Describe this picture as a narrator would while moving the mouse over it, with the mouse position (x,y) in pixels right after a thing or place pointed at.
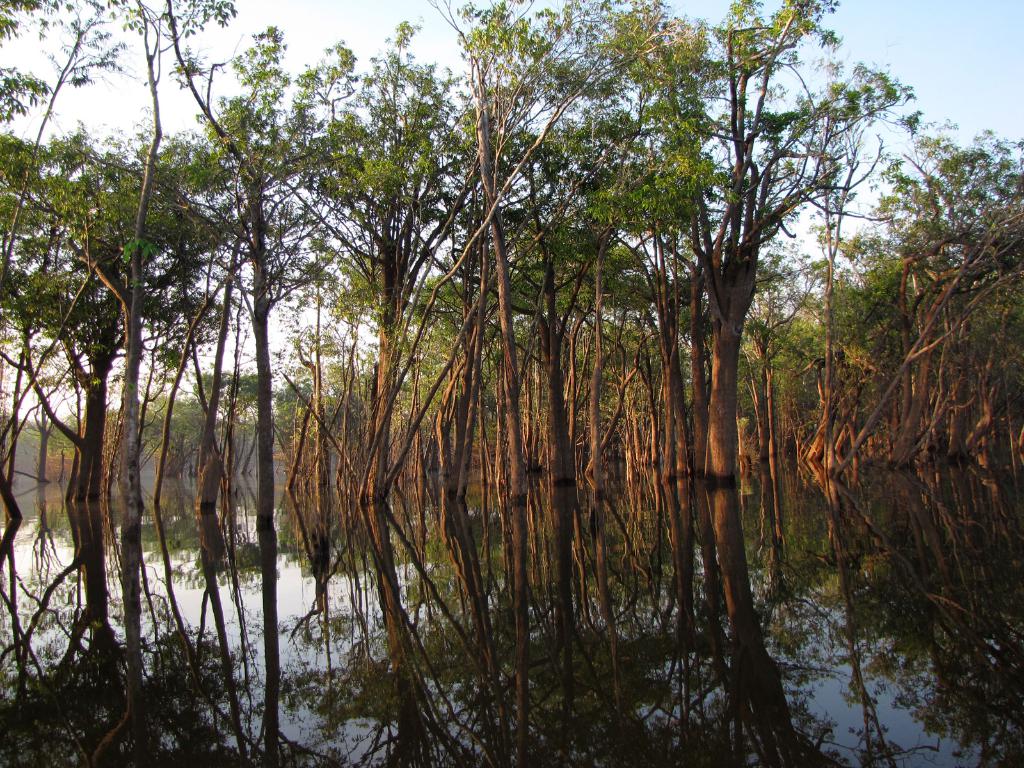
In this picture we can see few trees (425,464) and water (619,577).
